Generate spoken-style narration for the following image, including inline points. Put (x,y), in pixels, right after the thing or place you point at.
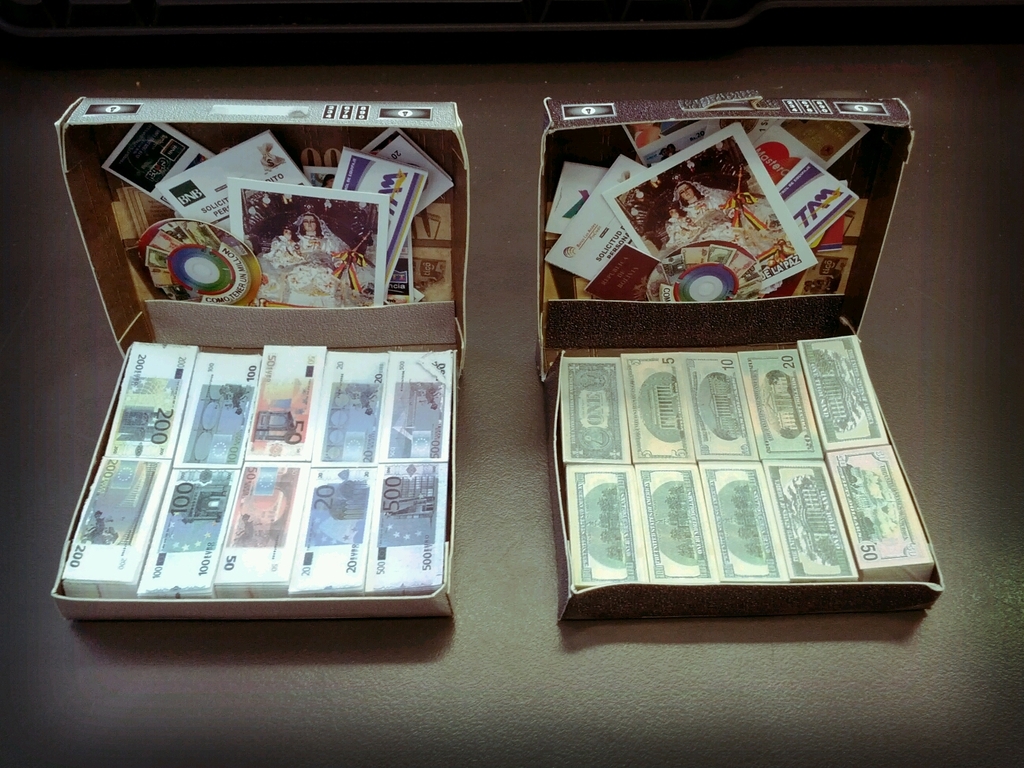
In this image we can see two boxes (444,232) on the surfaces (507,318), there are some currency notes (409,427) and posters (402,245) in it.
